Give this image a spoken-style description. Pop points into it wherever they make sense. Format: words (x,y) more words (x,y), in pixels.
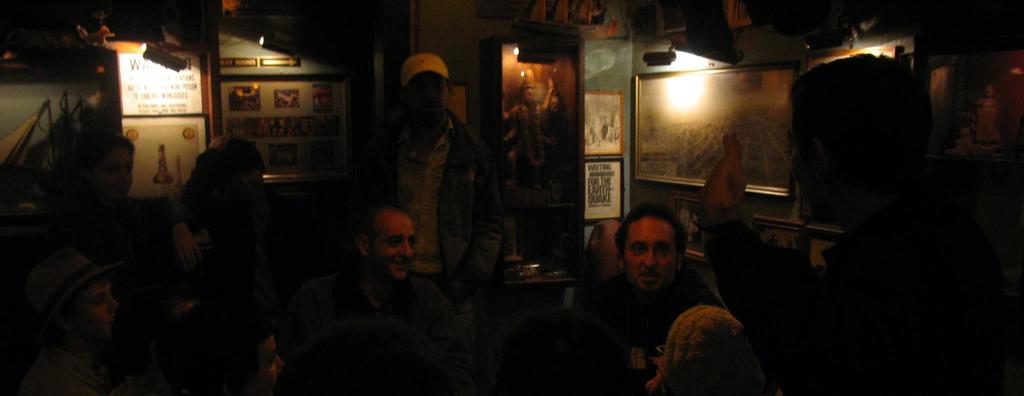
In the foreground of the picture (451,257) there are people (439,278), table (534,276) and chair (613,249). In the background (716,92) there are lights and frames (664,129) attached to the wall (656,67).
